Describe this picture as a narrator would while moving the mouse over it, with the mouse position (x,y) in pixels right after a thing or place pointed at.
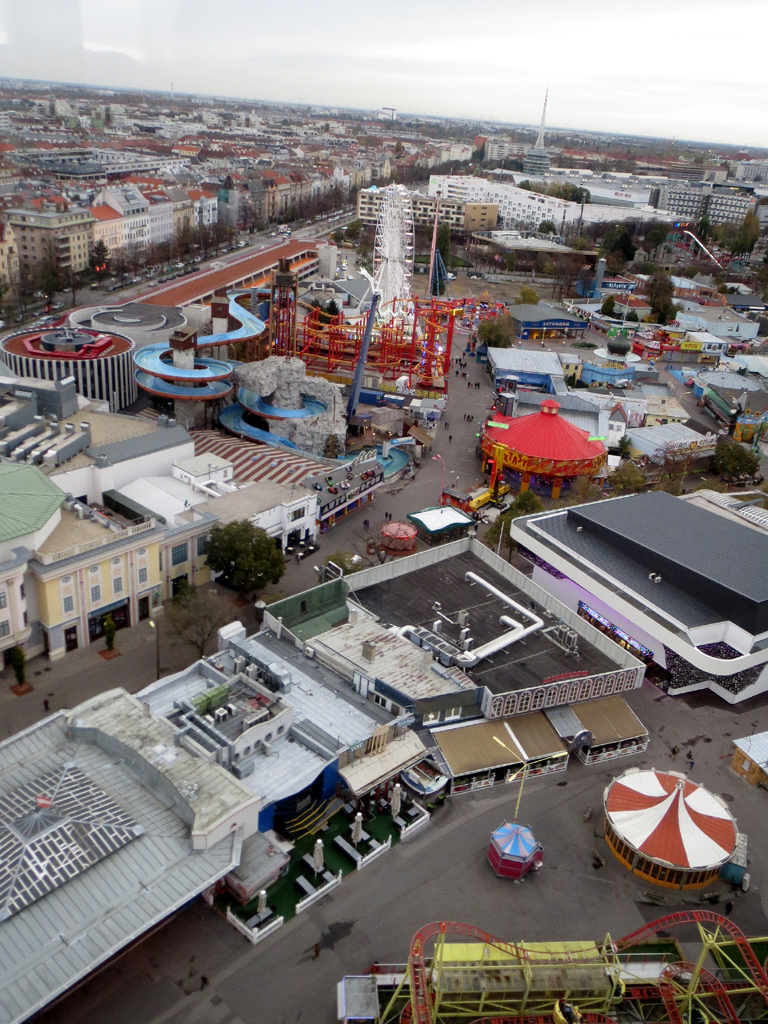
This is an image of the amusement park (304,527) where I can see there are so many buildings (530,719), people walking on the streets (117,641) of road (284,580) and also there are some cars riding on the roads (662,906).
